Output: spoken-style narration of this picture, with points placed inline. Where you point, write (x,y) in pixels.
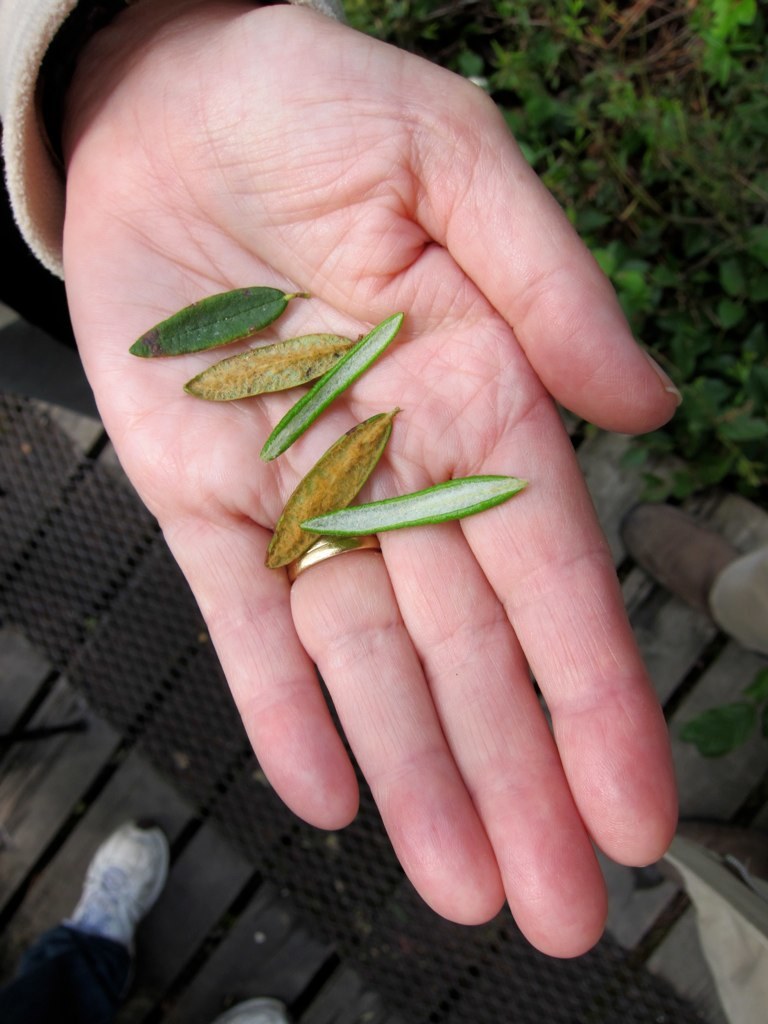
In the center of the image (355,493) we can see leaves (328,382) placed on a person's hand (361,330). At the bottom (673,709) there is a walkway (258,878) and grass (651,265). We can also see person's legs (708,541).
